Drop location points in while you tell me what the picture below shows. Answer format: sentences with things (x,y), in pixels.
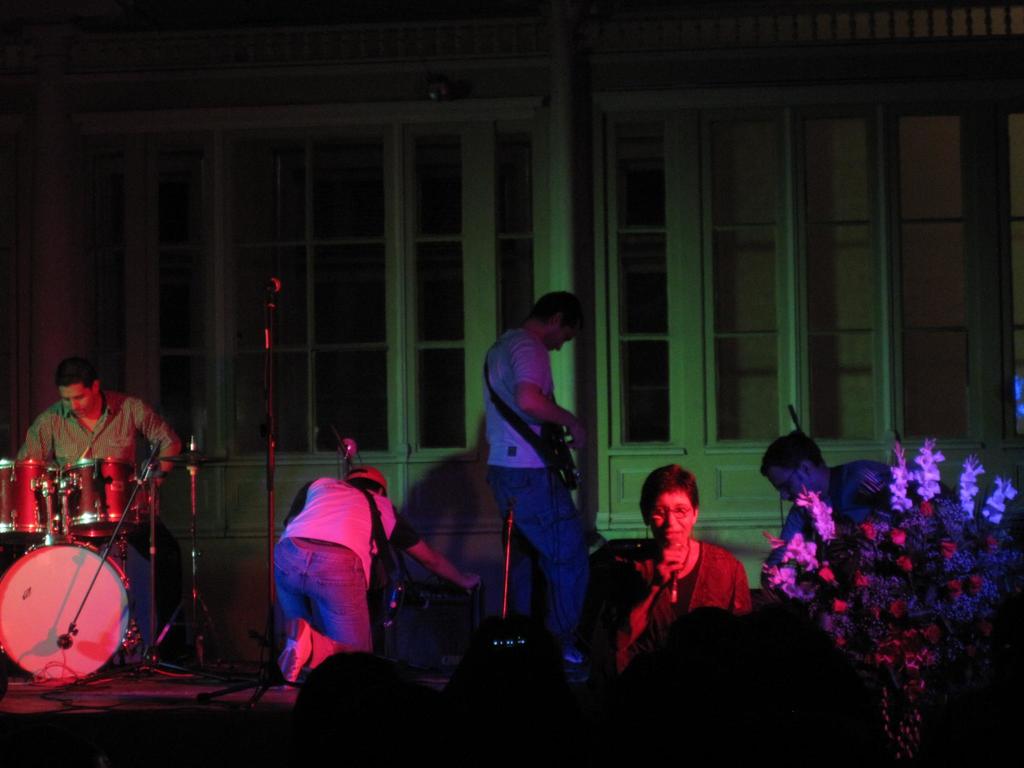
A man (147,557) is beating the drums (33,601). In the middle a woman (661,596) is singing a song on microphone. The right side (904,605) there is a flower arrangement (865,624).
